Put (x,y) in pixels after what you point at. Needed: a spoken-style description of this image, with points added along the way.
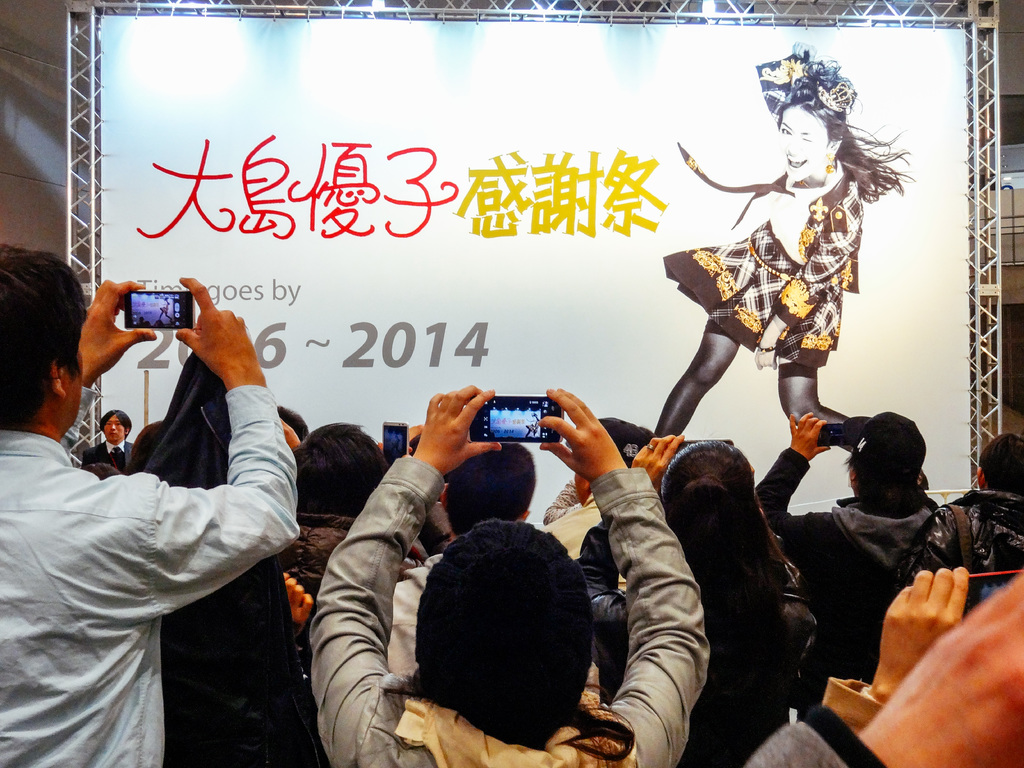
There are group of people (577,507) and these people (447,527) are holding cameras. In the background (302,140) we can see wall (6,201), banner (666,288) and rods (962,18), on this banner (731,195) we can see a woman picture (670,410).
